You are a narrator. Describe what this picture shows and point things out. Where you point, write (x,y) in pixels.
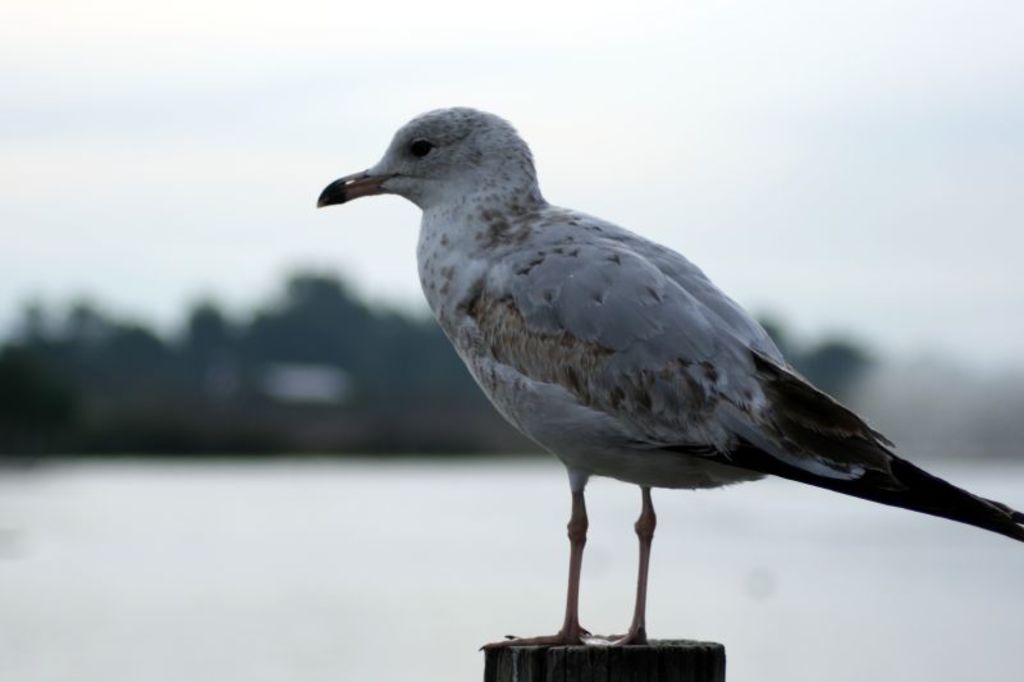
In this picture we can see a bird (785,373) standing on a wooden object (657,650) and in the background (341,64) it is blurry.
